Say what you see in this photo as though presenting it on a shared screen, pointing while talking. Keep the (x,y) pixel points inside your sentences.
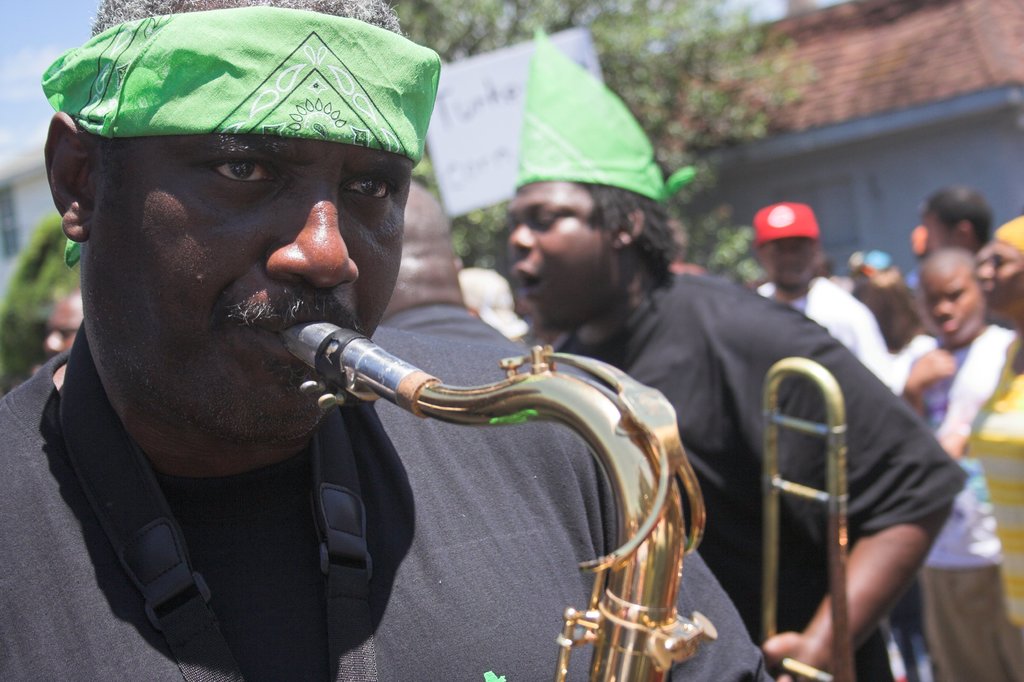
In this picture there is a man (376,122) with black t-shirt (438,644) is playing musical instrument (599,626) and at the back (677,331) there is a man (697,401) holding the musical instrument (829,370) and there are group of people (991,279). At the back (496,233) there are buildings (810,96) and trees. At the top (44,48) there is sky (48,47) and there are clouds (24,129).
